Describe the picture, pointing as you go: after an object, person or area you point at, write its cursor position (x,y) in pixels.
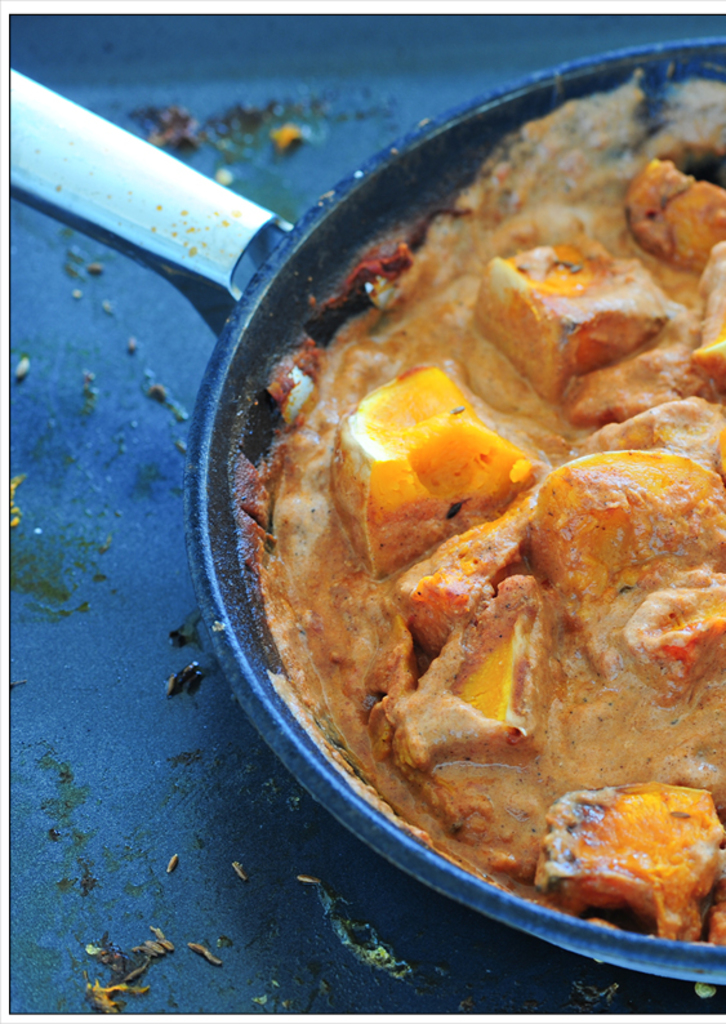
In this image I can see a pan (336,215) in which food items (570,542) are there may be kept on the floor (140,634). This image is taken may be in a room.
